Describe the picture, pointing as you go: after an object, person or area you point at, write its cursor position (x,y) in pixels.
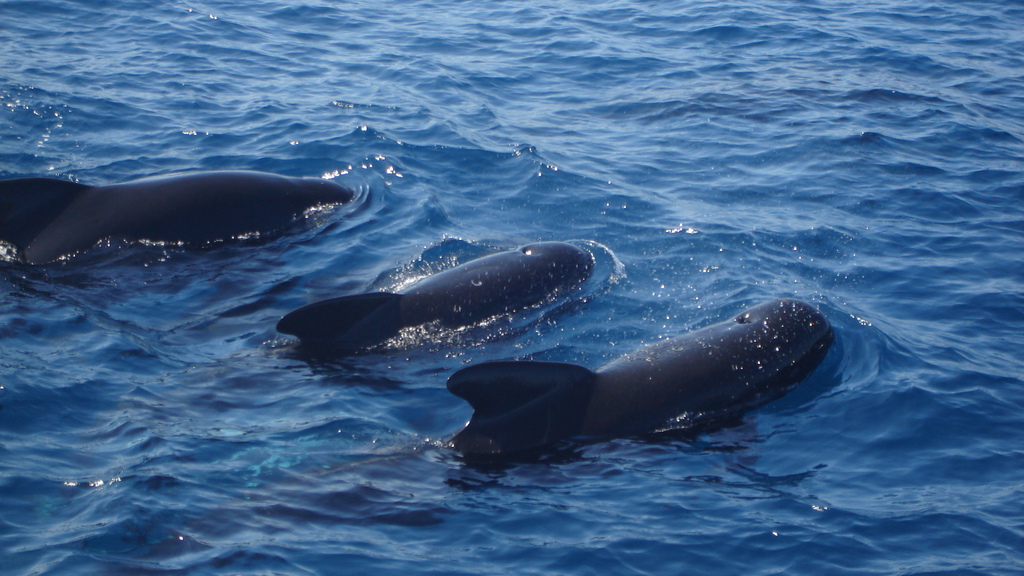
In this image we can see some animals (722,348) in the water (548,305).
